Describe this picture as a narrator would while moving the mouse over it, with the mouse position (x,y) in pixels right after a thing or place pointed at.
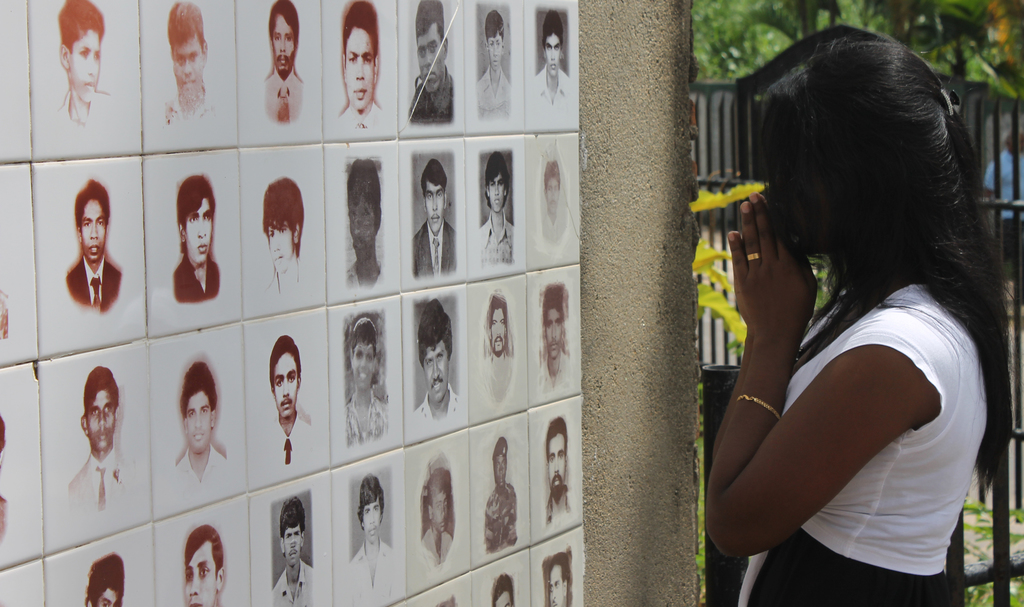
In this picture I can see few photographs (314,386) on the left side (334,151). On the right side (745,461) I can see a woman (809,393), there is a gate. In the background (770,28) there are trees (764,5).
